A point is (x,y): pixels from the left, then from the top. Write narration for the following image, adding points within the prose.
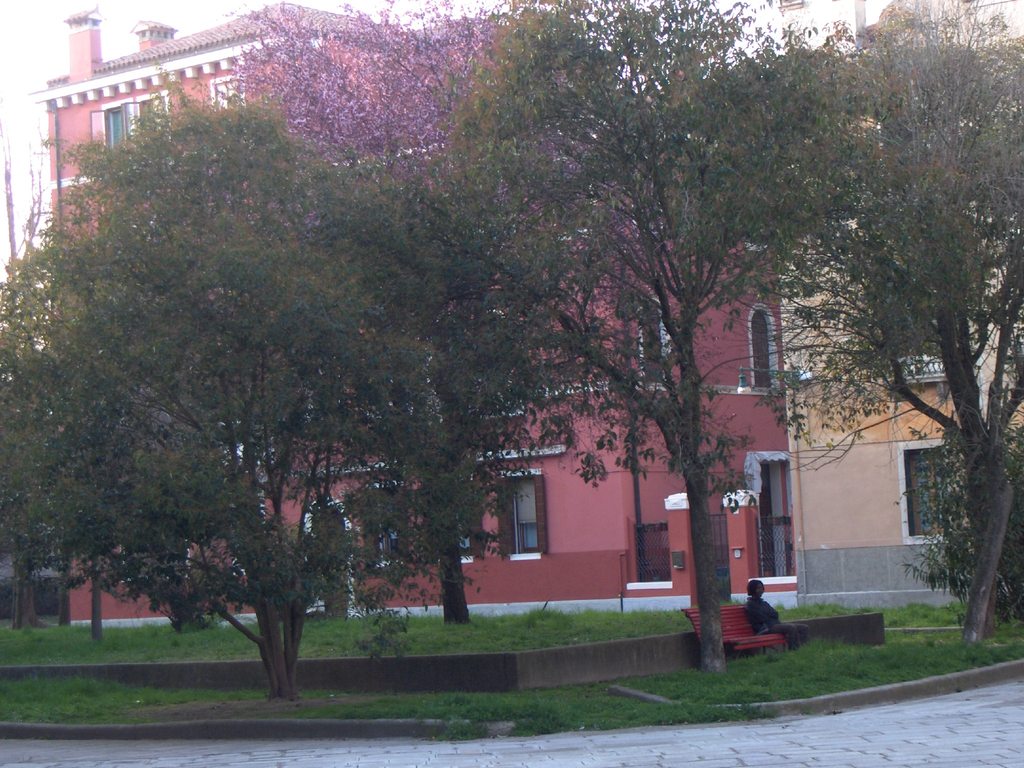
In this picture I see the path (339,744) in front (859,754) and in the middle of this picture (516,261) I see the trees (723,246) and the grass (255,656) and I see a bench (727,612) on which there is a person (768,624) sitting. In the background (685,530) I see the buildings (805,1).
